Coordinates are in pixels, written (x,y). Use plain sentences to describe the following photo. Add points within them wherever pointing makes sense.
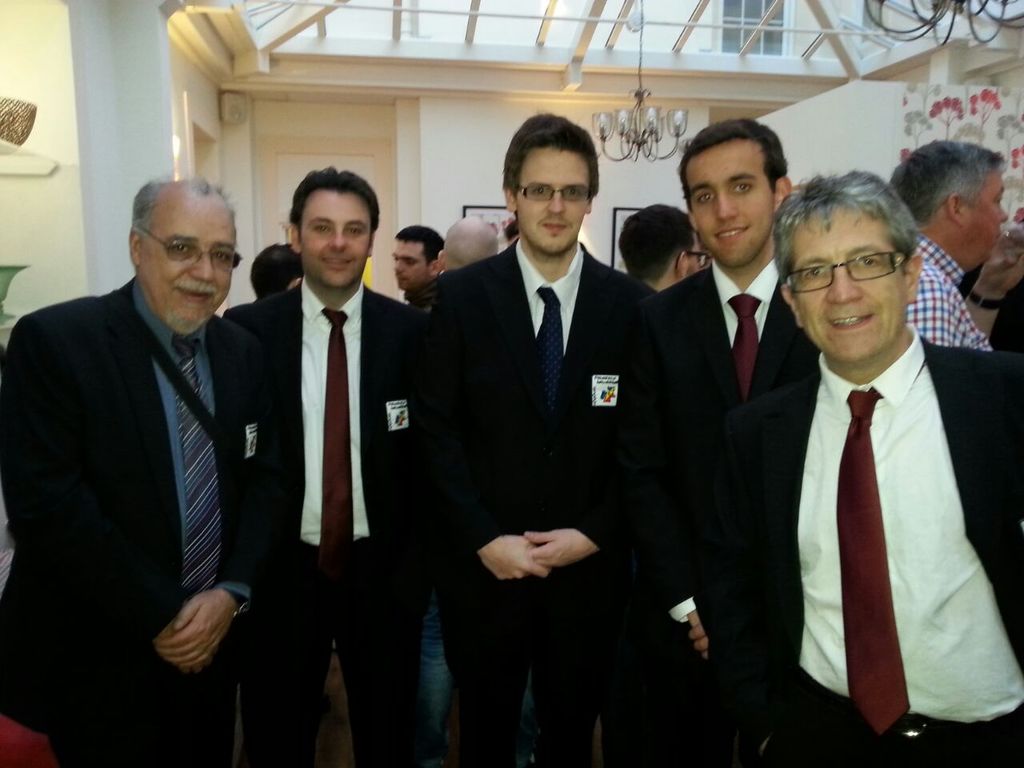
In this image, we can see few people (755,489) are in suit (648,543) are watching and smiling. Background (34,249) we can see people (632,267), walls (650,188), photo frames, few objects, chandelier (679,141) and rods (768,30). Here we can see the glass window (749,26).
